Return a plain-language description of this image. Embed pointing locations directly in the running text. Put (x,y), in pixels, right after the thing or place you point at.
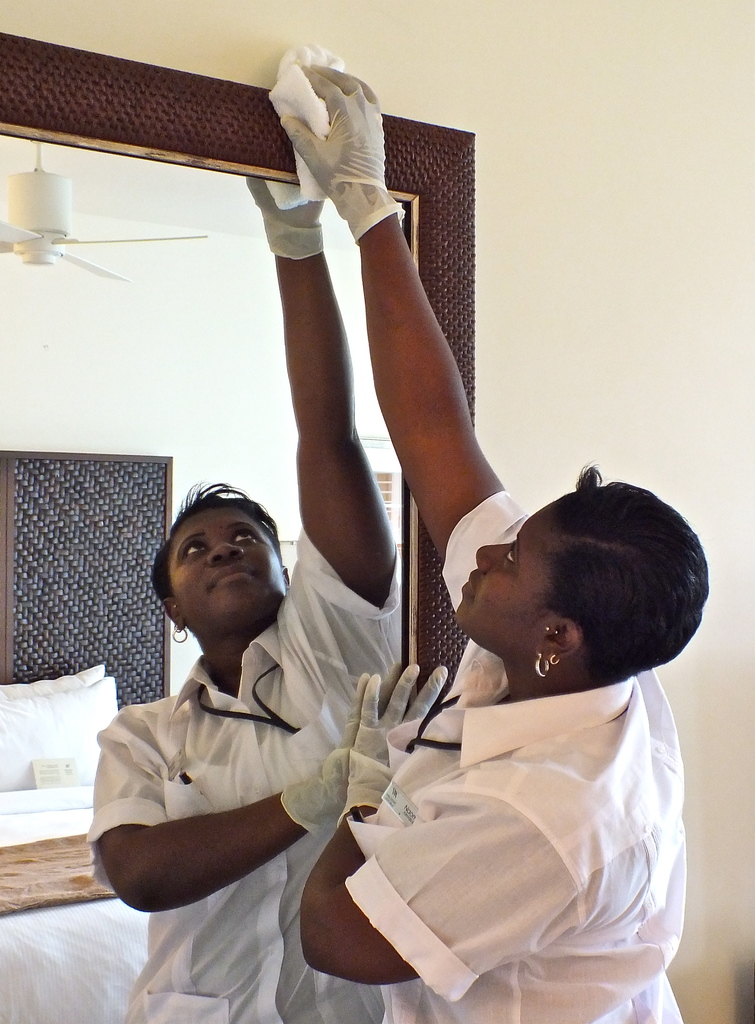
In this image there is one person (452,561) who is holding a cloth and cleaning a mirror (46,449), in front of her there is a mirror (36,731) and in the mirror (182,250) we could see a reflection (137,446) of fan (56,257), bed (96,599) and wall (165,423). And in the background (522,136) there is wall (529,439).
